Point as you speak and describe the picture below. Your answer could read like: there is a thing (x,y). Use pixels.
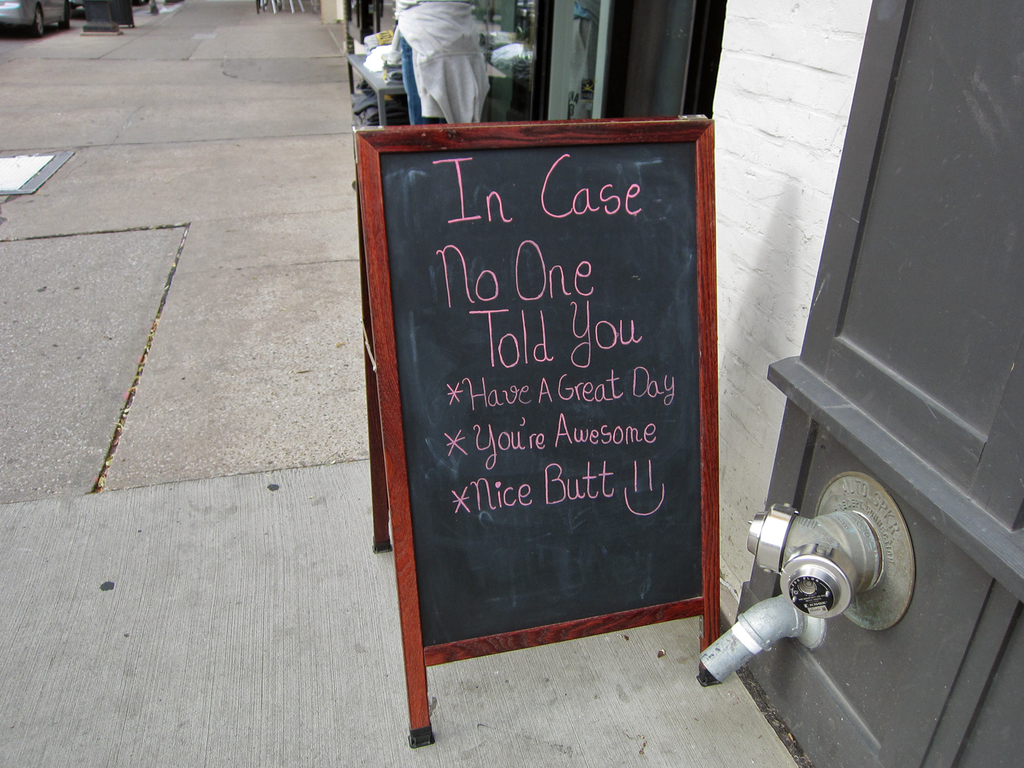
In this picture, we can see the ground (128,262) and some objects (511,303) on the ground (342,344) like a board (557,212) with some text (509,440) on it, we can see table (381,97), and some objects (375,65) on it, and some object (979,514) on the right side of the picture (720,654), we can see a few vehicles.
